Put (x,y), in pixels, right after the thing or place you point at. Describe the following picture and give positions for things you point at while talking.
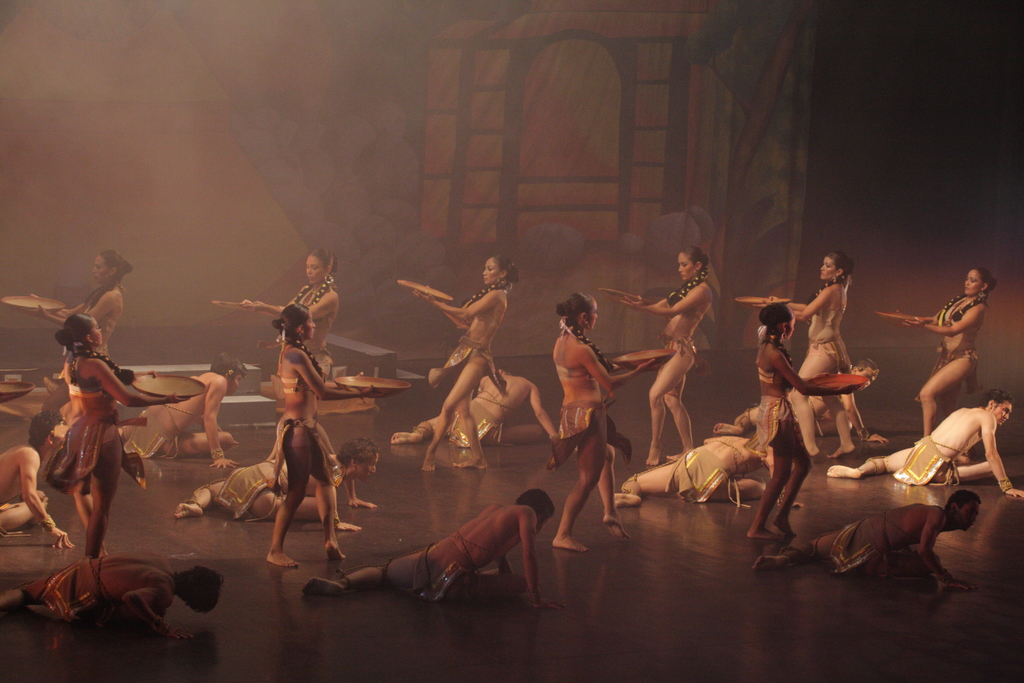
In this image, there are a few people (479,398). Among them, a few people (563,354) are holding some objects (661,359). We can see the ground (424,616) with some objects (253,406). In the background (440,6), we can also see some art (472,193).
